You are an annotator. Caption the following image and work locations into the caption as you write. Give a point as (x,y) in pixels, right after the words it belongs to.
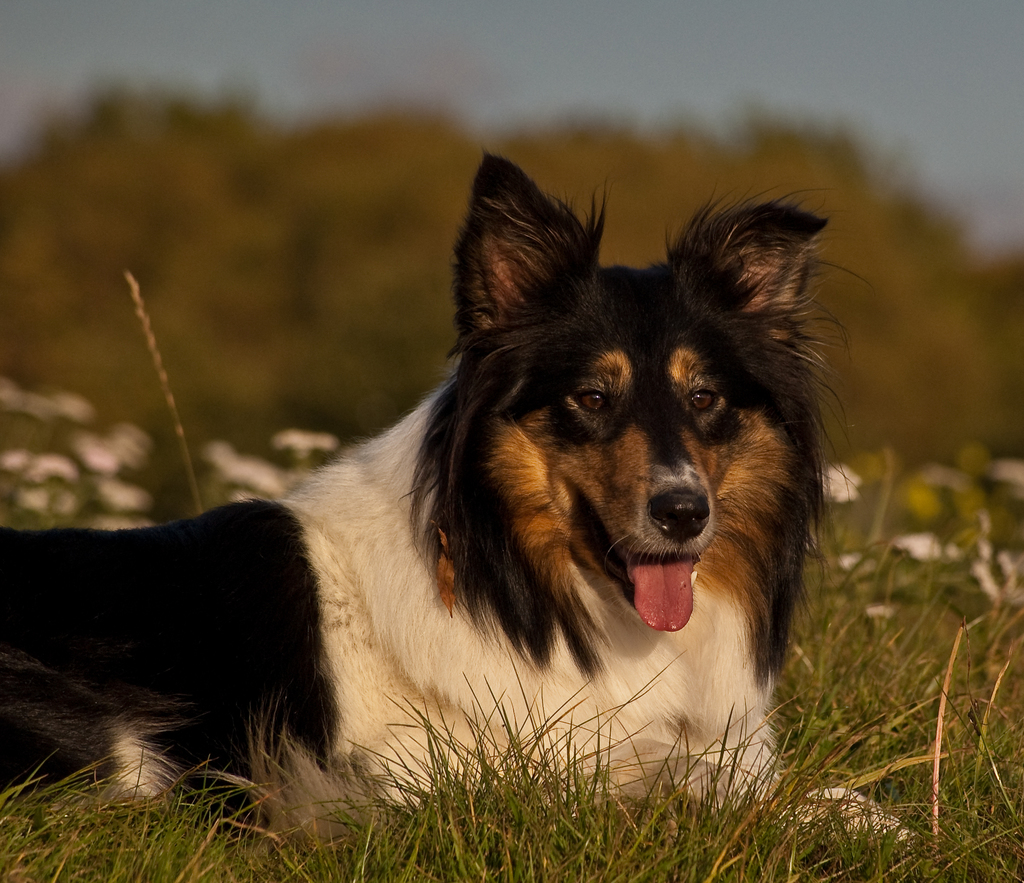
In this image we can see a dog (777,610) on the grass (975,823). There is a blur background (1001,357). Here we can see plants (980,562), flowers (87,443), trees (446,196), and sky (738,117).
